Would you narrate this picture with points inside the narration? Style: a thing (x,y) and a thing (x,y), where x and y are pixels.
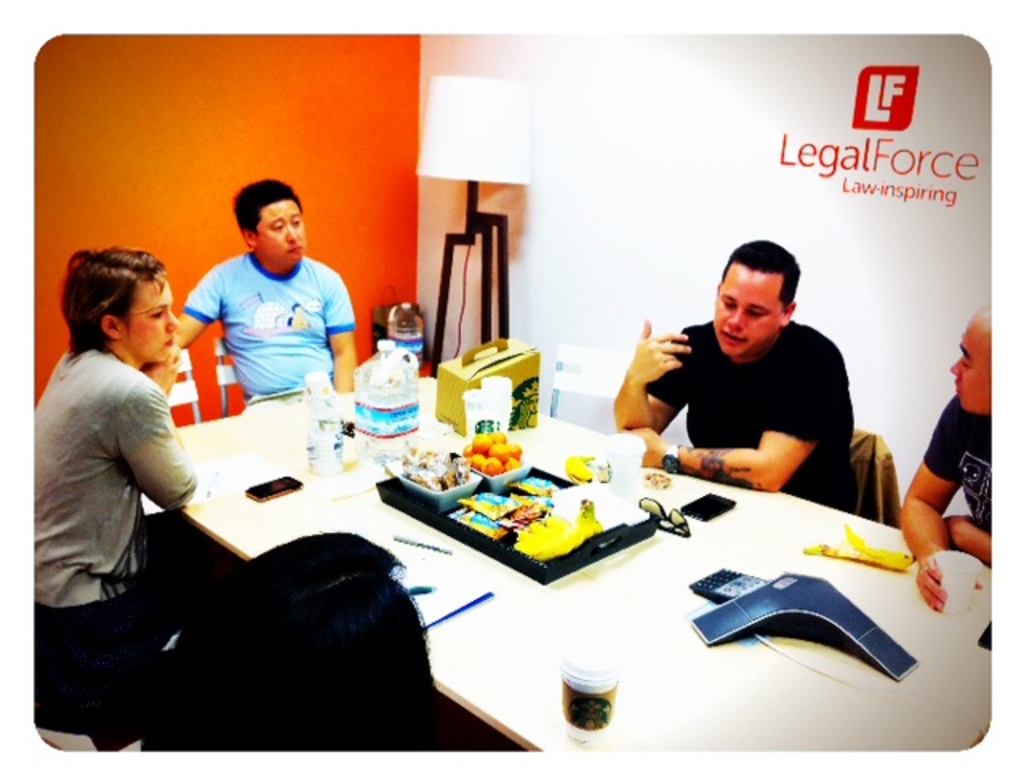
In this picture we can see five people (274,233) sitting on chair (571,353) and here man (724,292) is talking to them and in front of them there is table (542,671) and on table (408,562) we can see mobile (290,493), glass (575,698), calculator (707,576), tray (548,571) with bowls (493,480) and food items (480,470) in it, bottle (387,375) and in background (346,138) we can see lamp (503,170), wall (625,163) with logo (867,159).
